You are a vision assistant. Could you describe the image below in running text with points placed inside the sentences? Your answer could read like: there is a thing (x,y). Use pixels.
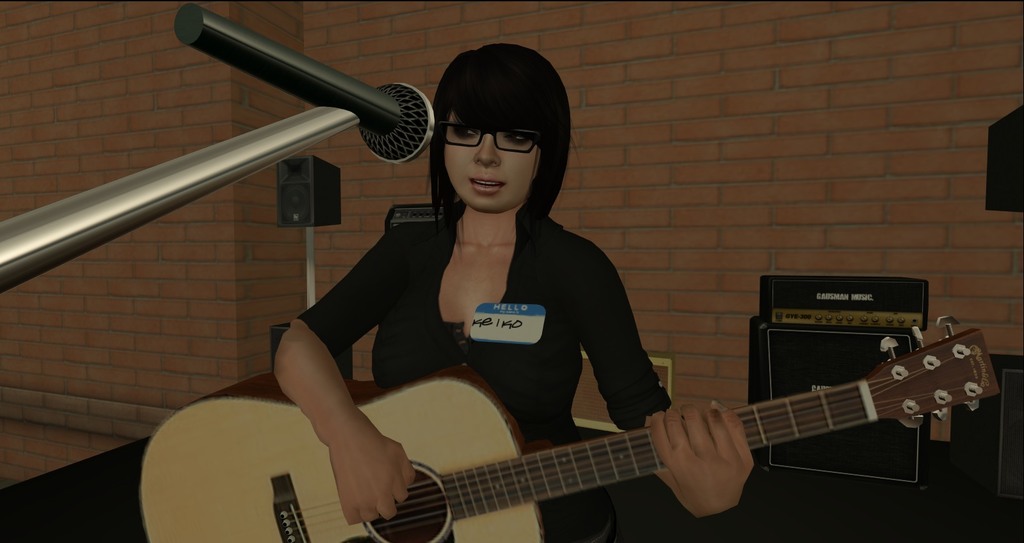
In this image I can see a cartoon character (685,489) is holding a guitar (503,506). i can also see a mic (305,99), a speaker (324,209) and a machine (769,388).
